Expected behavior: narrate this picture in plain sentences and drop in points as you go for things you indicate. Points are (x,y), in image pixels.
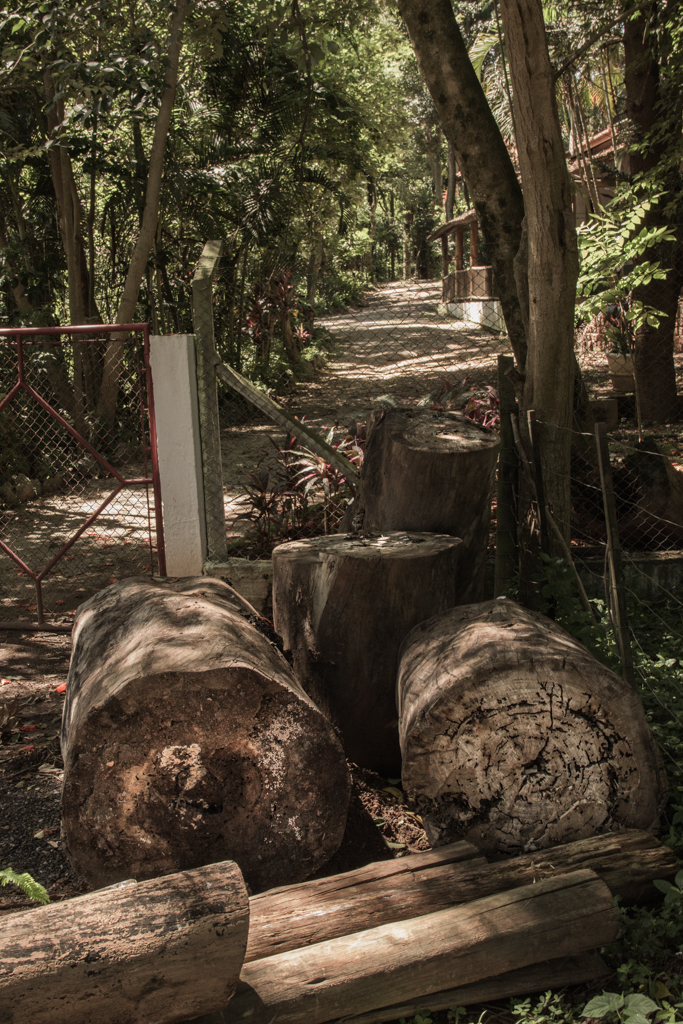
In this image, we can see wooden logs (322,703), plants (661,739), ground (44,800), mesh (238,477), poles (211,495) and gate (48,565). Background (655,378) we can see trees (532,319), poles (458,236), walkway (425,301), plants (347,303) and railings (462,273).
